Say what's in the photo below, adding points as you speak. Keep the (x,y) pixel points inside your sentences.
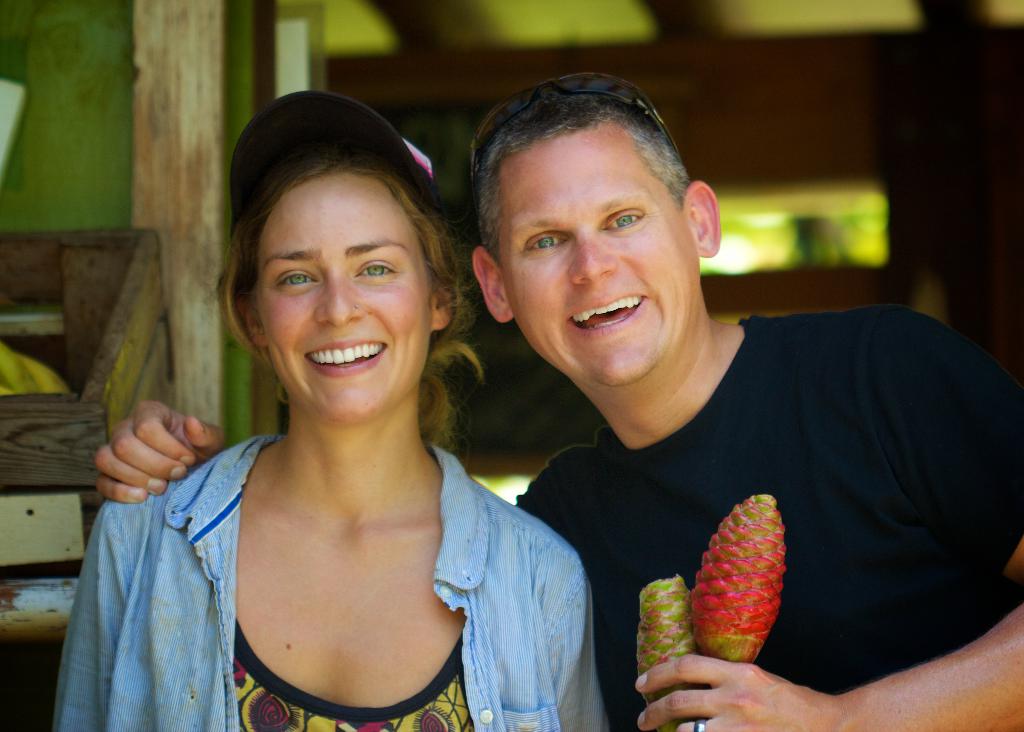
This picture shows a man (624,343) and woman (229,537) standing with a smile on the faces (404,334) and we see a man (862,541) holding some fruit (770,501) in his hand (645,719) and women (364,190) wore cap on her head (280,245) and man (579,105) wore sunglasses (544,88) on his head (588,102).
